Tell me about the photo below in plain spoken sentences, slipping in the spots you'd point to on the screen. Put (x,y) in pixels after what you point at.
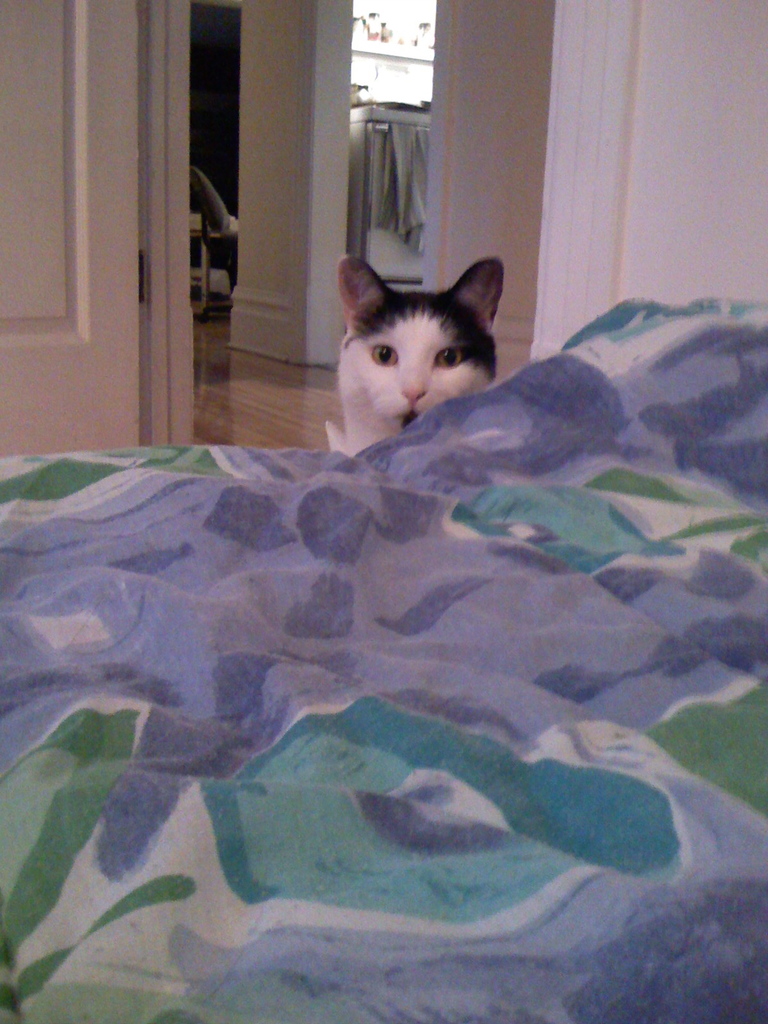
In this image I can see a bed (354,610). I can see a cat (381,403). In the background (439,168), I can see the wall (326,236) and some object (215,276) on the floor (257,435).
